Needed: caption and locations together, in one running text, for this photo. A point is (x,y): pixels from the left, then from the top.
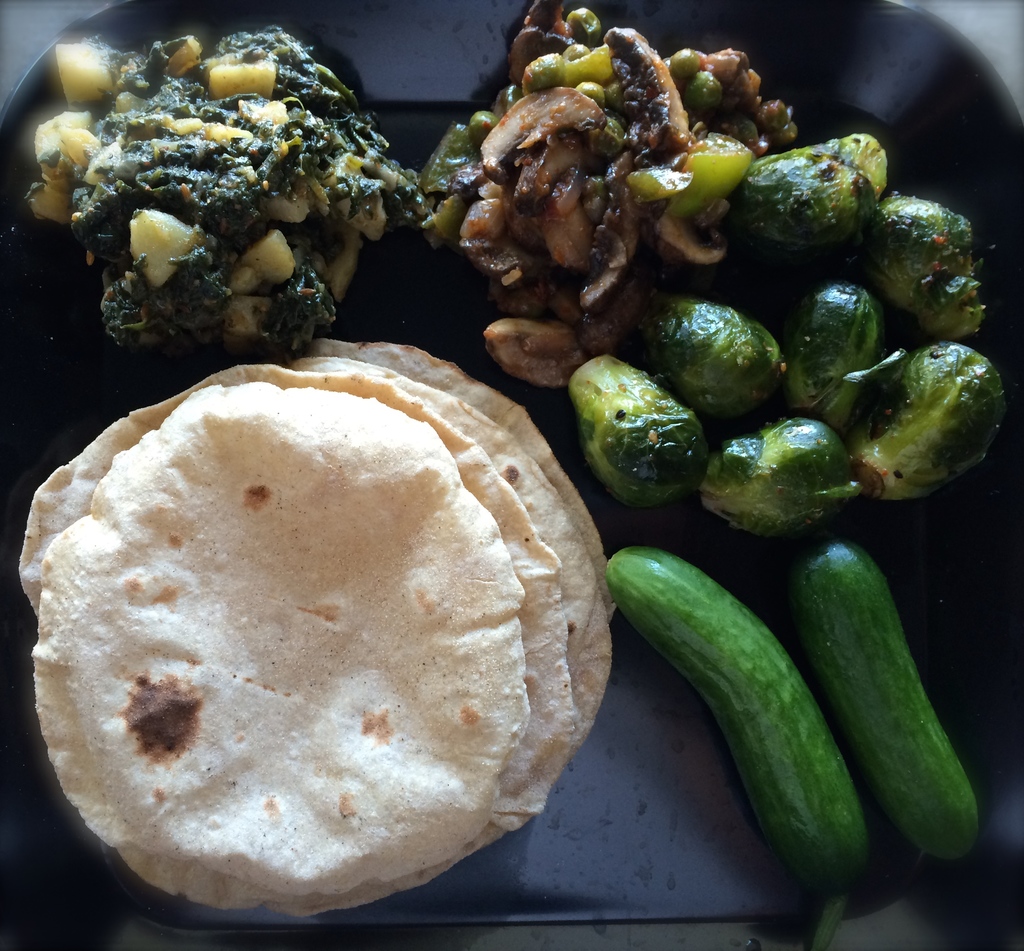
In this image there is a plate (41,326) in that plate (45,368) there is food item (265,248).
